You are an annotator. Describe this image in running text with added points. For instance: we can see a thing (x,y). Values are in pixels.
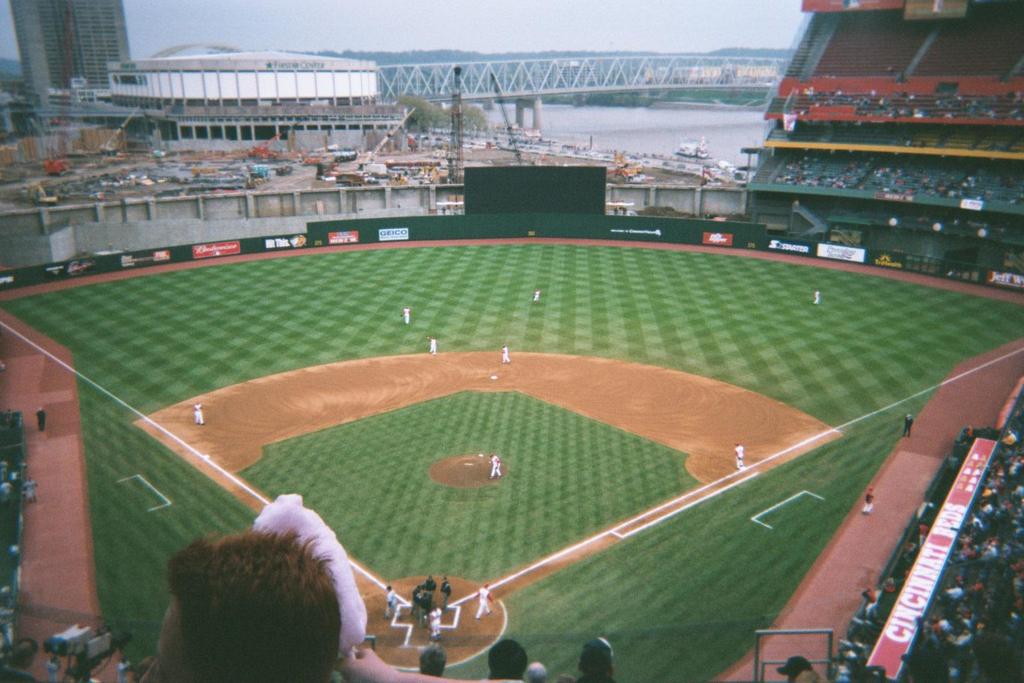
This picture describes about group of people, few people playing game in the ground (447,361), in the background (330,174) we can see few hoardings (381,232), buildings (185,137), vehicles (408,176) and a bridge (544,81) over the water (696,133), in the bottom left hand corner (82,642) we can see a camera (82,642).
